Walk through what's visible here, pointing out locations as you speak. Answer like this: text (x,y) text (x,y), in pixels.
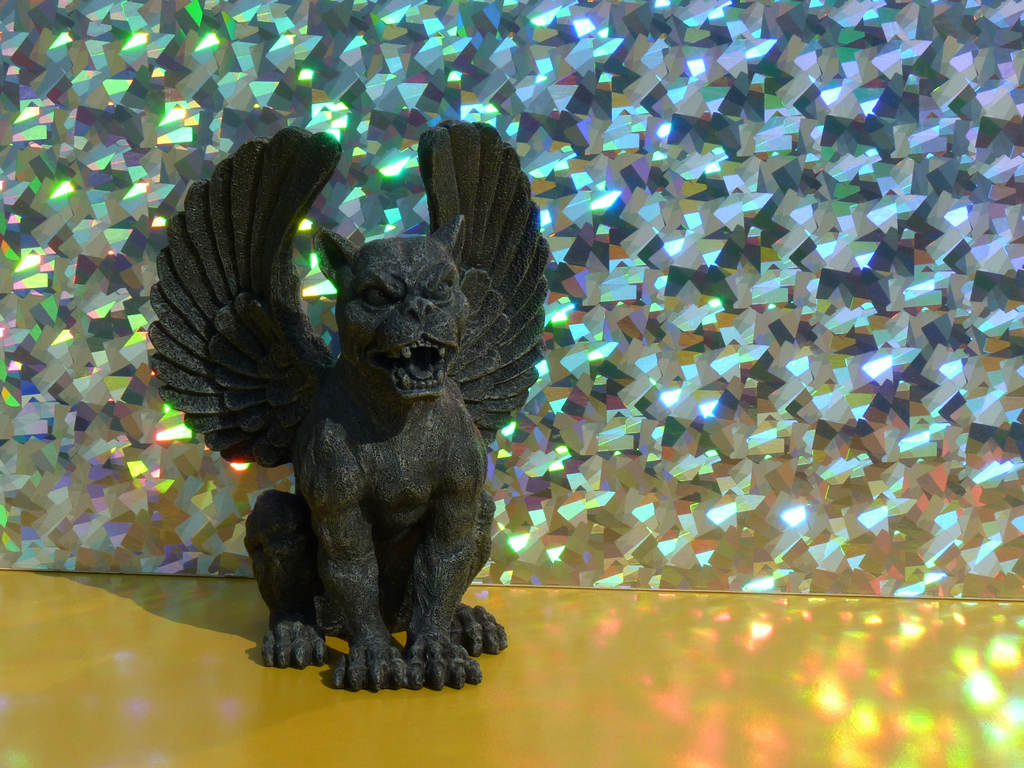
In this image in the front (377,493) there is a statue (381,522) which is black in colour. In the background (400,199) there is an object (765,253) which is shining.
